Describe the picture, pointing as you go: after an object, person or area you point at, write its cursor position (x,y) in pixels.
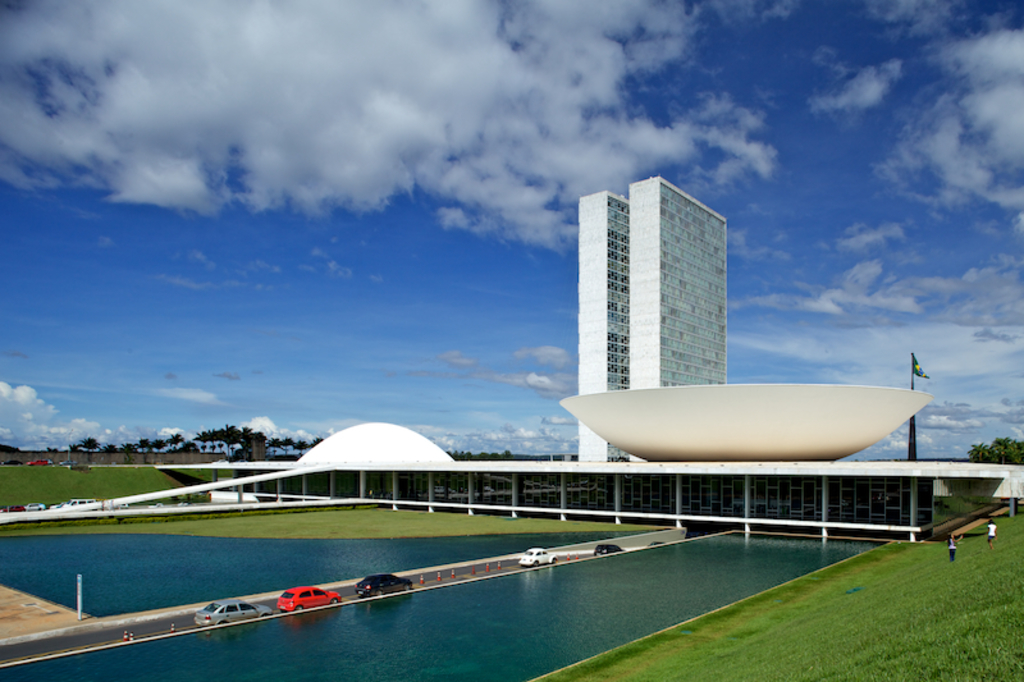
In the foreground (120,642), I can see grass (784,642), vehicles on the road (459,570), stoppers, water (201,659) and two persons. In the background (533,487), I can see buildings (746,432), trees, fence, vehicles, pillars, flag pole (910,449) and the sky (500,279). This image taken, maybe during a day.
